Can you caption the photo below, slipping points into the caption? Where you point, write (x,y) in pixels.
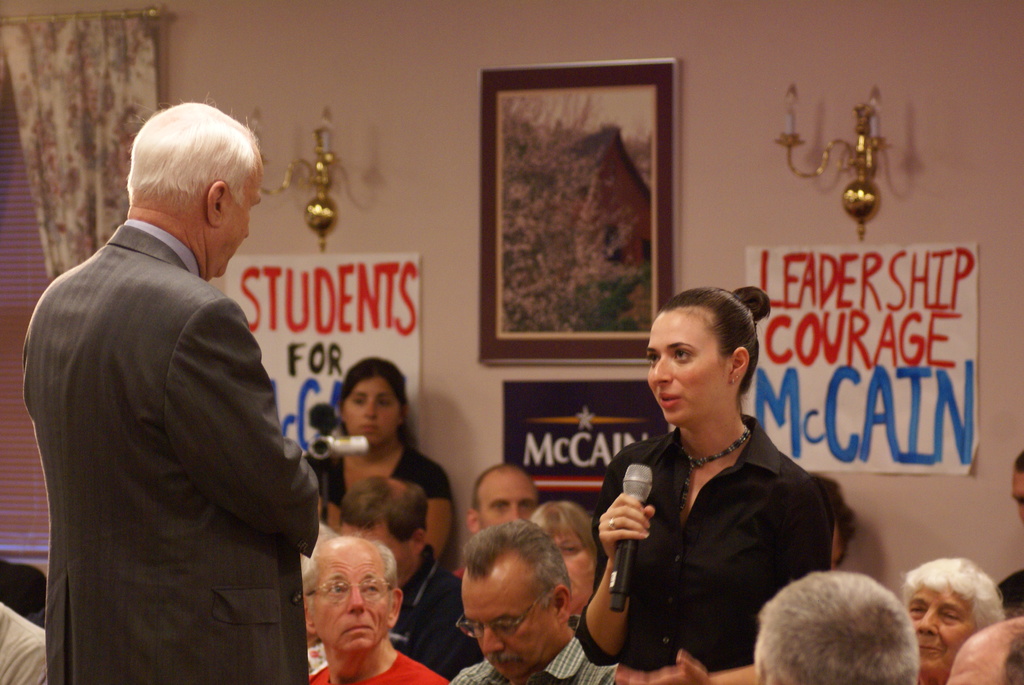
In this image in the foreground (181,390) there is one man (229,497) and one woman (702,537) standing, woman (689,488) is holding a mike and talking and there are a group of people (408,553) sitting. And in the background (370,439) there is one woman (370,453), who is holding a camera (343,452) and standing and there is a photo frame (540,271) and posters (322,271) and candles (321,168) on the wall (820,220). On the left side (86,77) there is a window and curtain (44,91).
